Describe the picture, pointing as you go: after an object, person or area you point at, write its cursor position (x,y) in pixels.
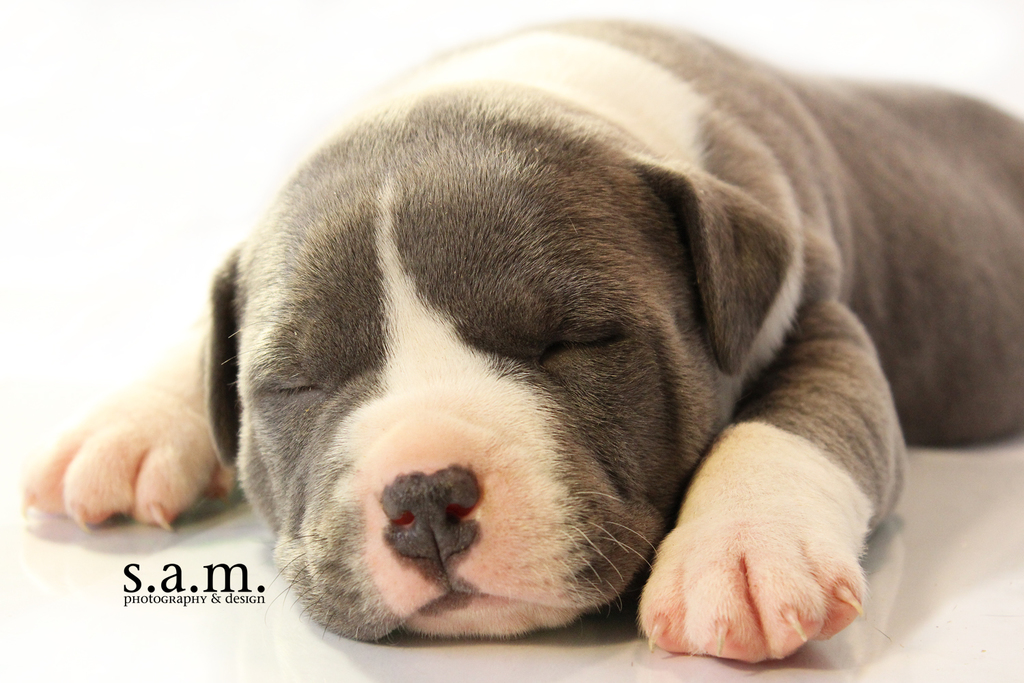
In this image, we can see a dog (681,606) lying on the surface (294,622).
